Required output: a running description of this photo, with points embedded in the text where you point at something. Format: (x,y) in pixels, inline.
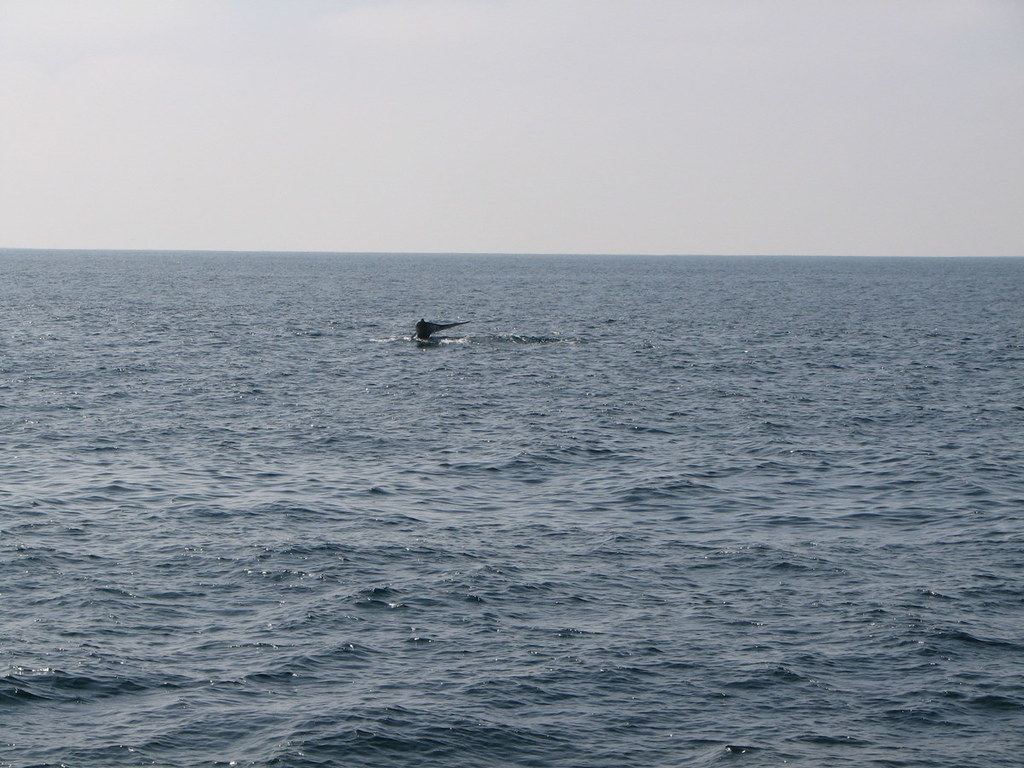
In this image we can see a black color object (426,330) on the water (568,403) and the sky (535,138) in the background (500,134).
